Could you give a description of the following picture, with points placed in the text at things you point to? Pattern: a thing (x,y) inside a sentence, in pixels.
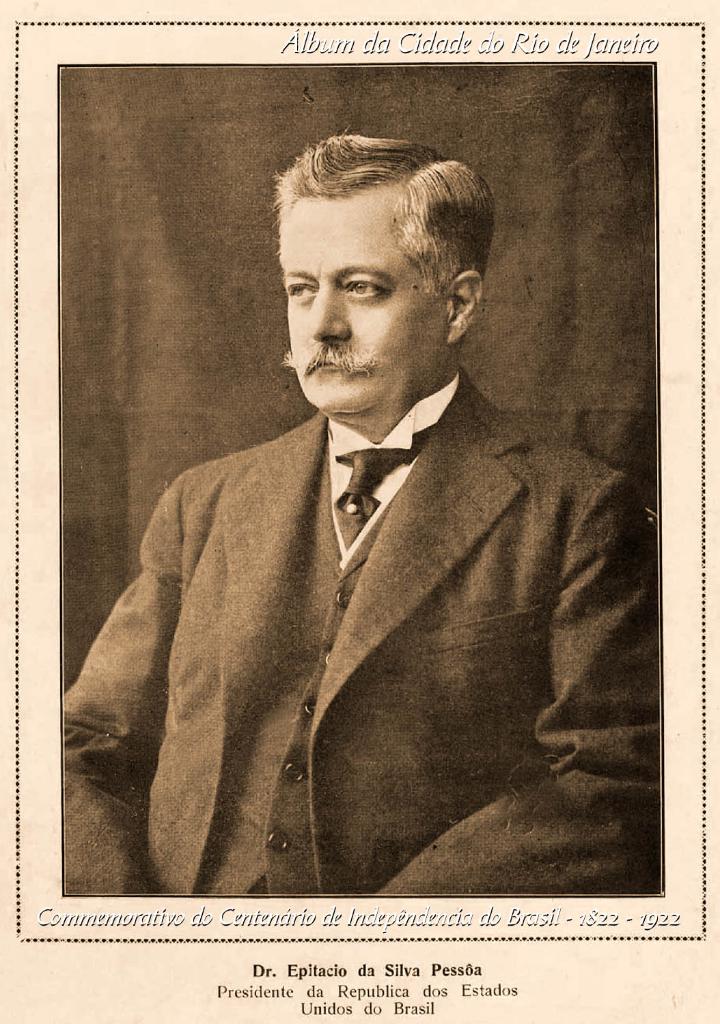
In this image I can see person (440,377). He is wearing coat (385,539) and tie (368,483). The image is in black and white.
